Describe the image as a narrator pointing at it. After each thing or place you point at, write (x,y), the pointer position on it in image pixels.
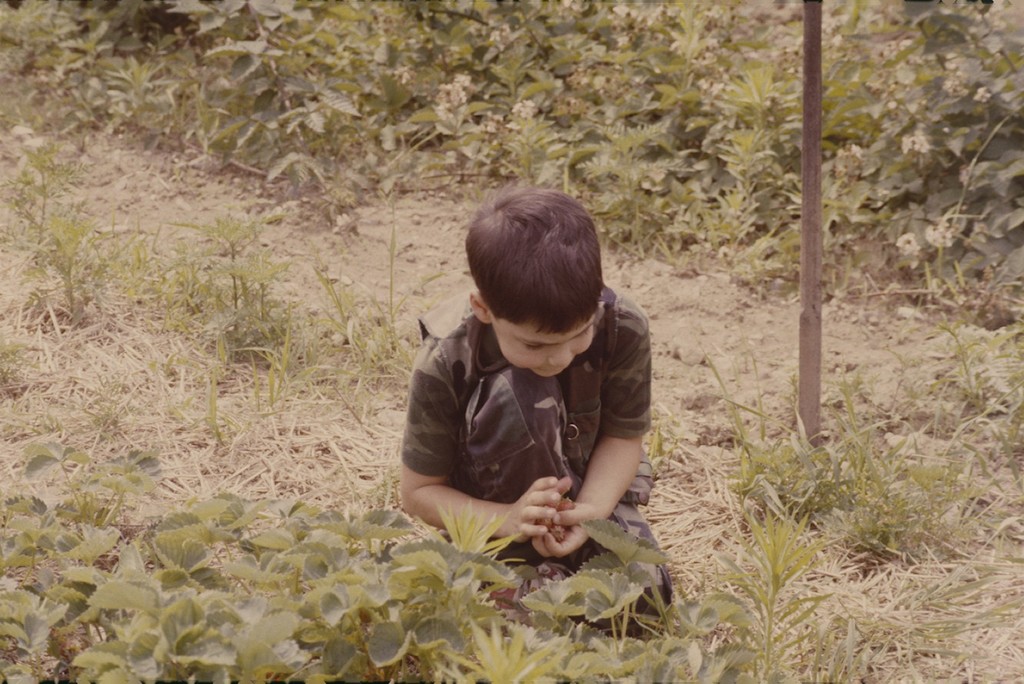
In this picture I can observe a boy (485,377). There are some plants (437,612) on the ground (226,312). On the right side (807,237) I can observe a stick (806,208).
